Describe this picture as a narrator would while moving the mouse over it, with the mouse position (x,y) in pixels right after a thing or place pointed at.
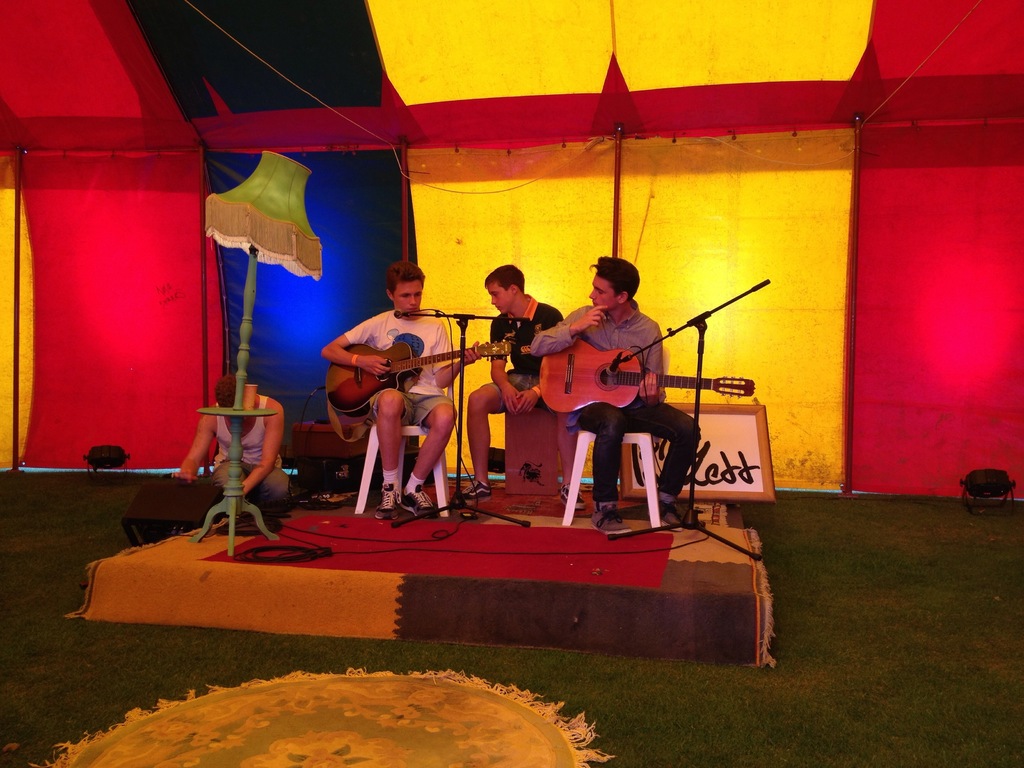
There are three persons (399,407) sitting, first person (612,326) is holding a guitar (635,368) and looking at other person (531,302), second person (519,332) is sitting idle third person (378,330) is playing a guitar (417,373) and singing a song, there are two mikes (428,316) in front of the first person (621,336) and in front of the last person (447,394) sorry there are totally four people (230,390), one person (206,443) sitting below the stage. There is a lamp (241,242), in the background (612,207) there is a colorful tent (75,132), below there is a green color grass (548,693).
